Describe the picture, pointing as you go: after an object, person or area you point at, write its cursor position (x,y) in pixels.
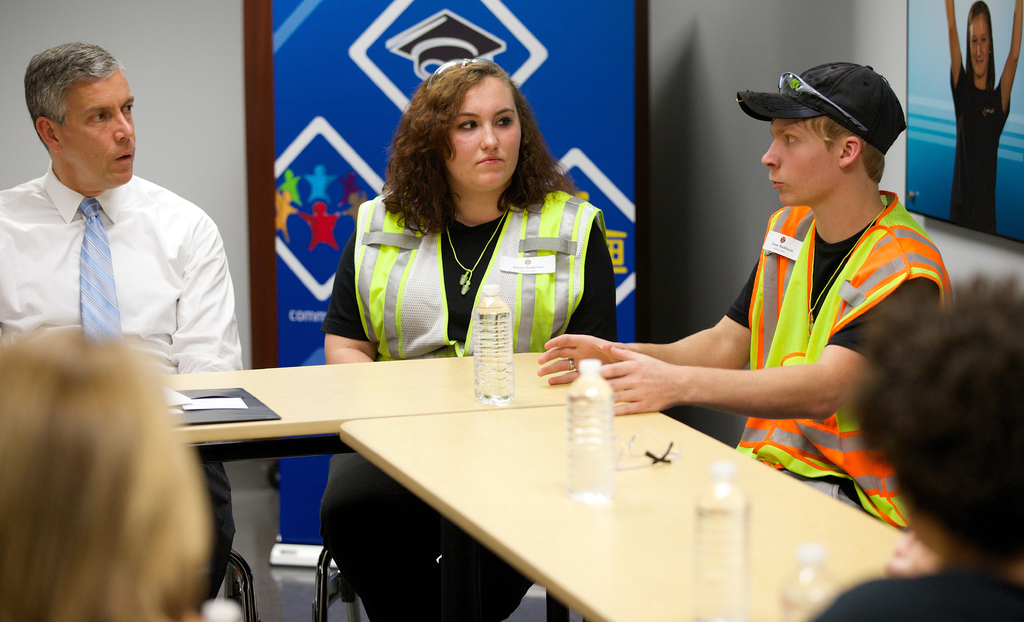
In this image there are group of persons (132,231) sitting. In the center (499,358) there is a table (425,429) and there are bottles (587,464) on the table (548,443). In the background (350,79) there is a blue colour board (337,65). At the right side (963,81) a frame (974,106) is hanged on the wall (834,47).
